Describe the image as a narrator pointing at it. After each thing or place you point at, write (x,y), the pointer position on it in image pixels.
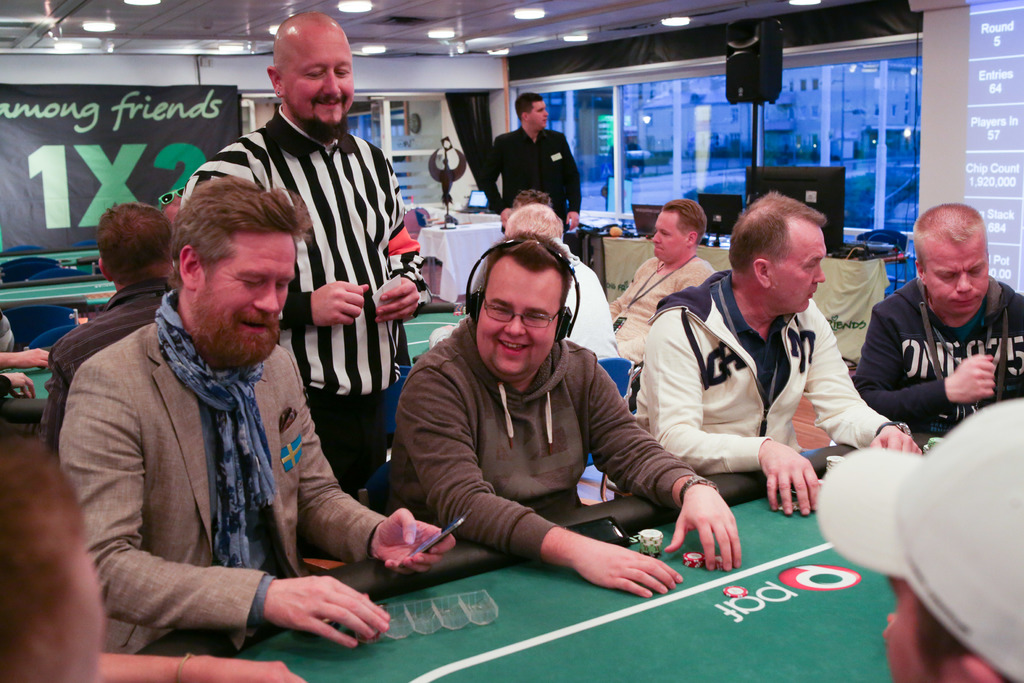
In this picture there are group of people (898,593) those who are sitting on the chairs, there is a speaker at the right side of the image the person (581,417) who is sitting at the center of the image (483,366) is using a head phones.
